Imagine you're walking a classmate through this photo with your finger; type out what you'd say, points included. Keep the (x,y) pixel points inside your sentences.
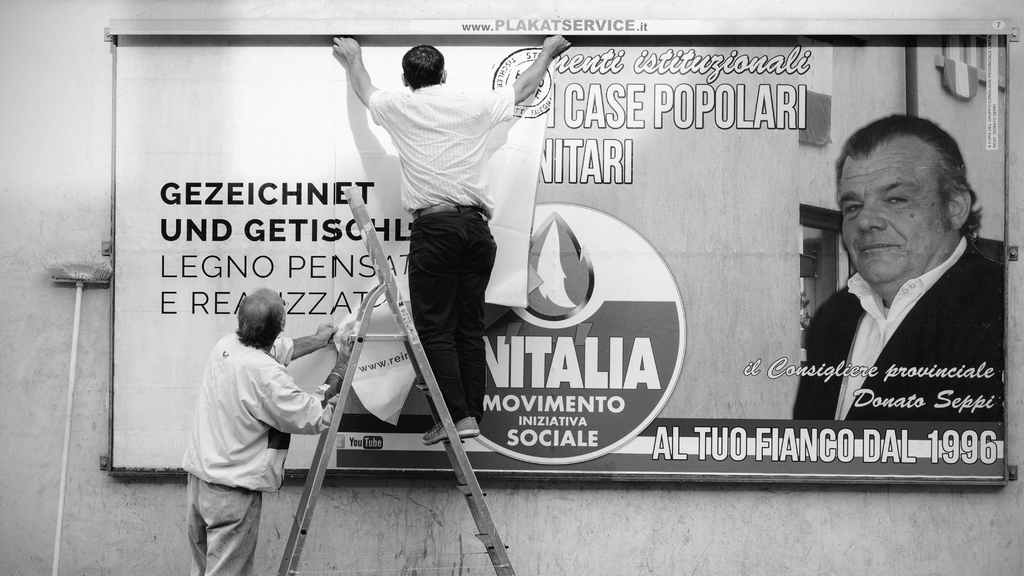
It is a black and white image. In this image, we can see two persons (469,303). Here a person (275,436) is holding a banner (360,358) and stand (497,568). Another person (441,347) is standing on the stand (455,449) and holding banner (501,55). Background (74,258) there is a wall (1012,202). On the wall (737,513), there is a board (796,443) and broomstick (80,274). On the board (818,425) and banner (361,377), we can see some text (807,435). Here there is a person (903,390) on the board (894,381).
